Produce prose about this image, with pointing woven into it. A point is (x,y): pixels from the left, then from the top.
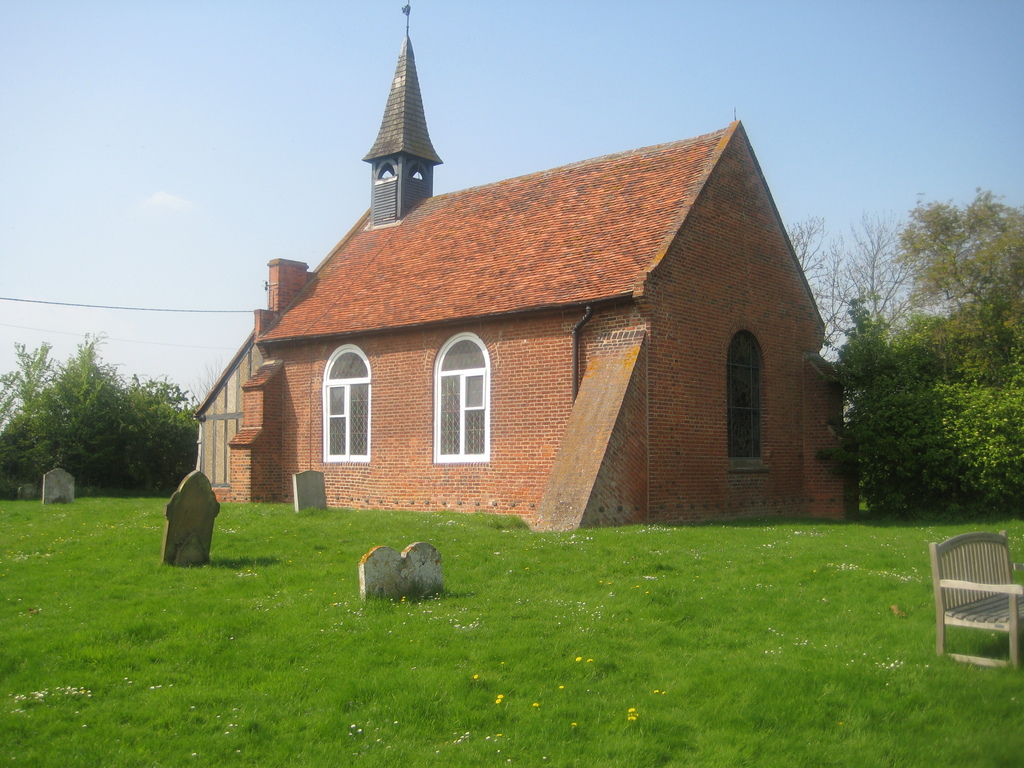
This is an outside view. At the bottom (362,626), I can see the grass (306,651) on the ground (488,660). In the middle of the image (574,288) there is a house (700,318). On the right (941,315) and left side of the image (52,424) there are trees (79,425). At the top of the image (833,76) I can see the sky (462,51).
